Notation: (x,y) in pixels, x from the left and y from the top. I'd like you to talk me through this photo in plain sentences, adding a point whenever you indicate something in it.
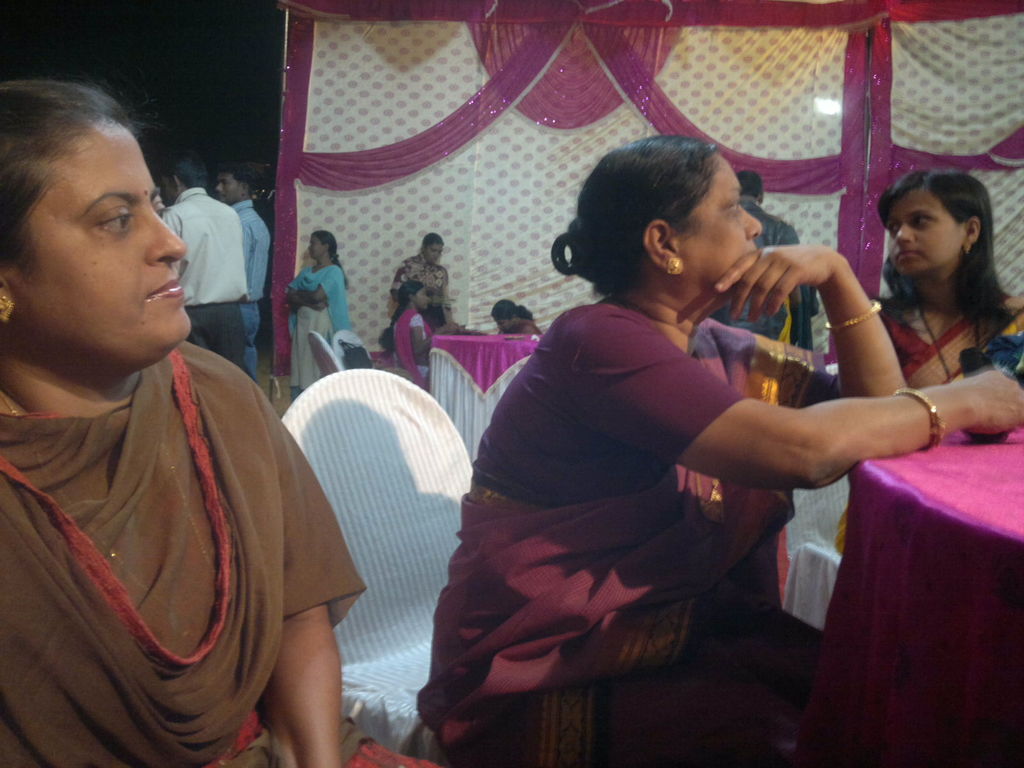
This image is taken outdoors. In the background (353,215) there are a few curtains (349,290). Three men (235,247) and two women (333,303) are standing on the floor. In this image a few women (215,466) are sitting on the chairs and there are a few tables (896,489) with tablecloths (460,346).
